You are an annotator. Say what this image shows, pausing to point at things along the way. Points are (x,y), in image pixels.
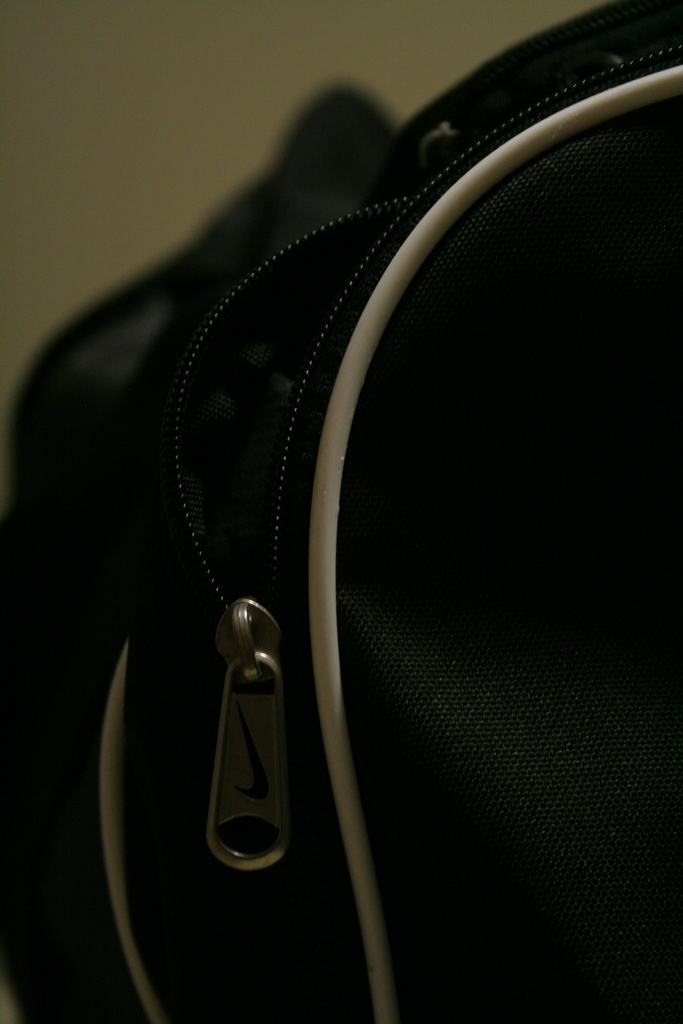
In this image I can see a zip (610,68) of a bag (303,276).
